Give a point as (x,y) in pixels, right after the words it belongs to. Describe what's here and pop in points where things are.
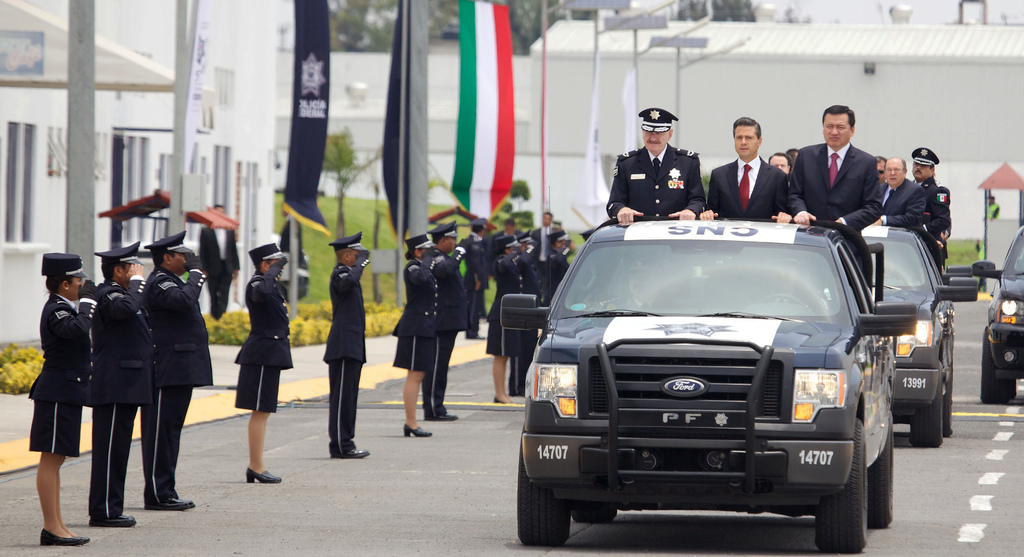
In this picture I can see a group of people (444,360) are standing on the road (310,436). These people (255,267) are wearing hat (277,248) black color dress (185,312). On the right side (709,362) I can see vehicles (745,352) on the road (322,433) on which people (778,210) are standing. In the background (561,108) i can see buildings (454,167), trees (500,215) and flags (490,101). On the left side (241,339) I can see plants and grass (321,268).
